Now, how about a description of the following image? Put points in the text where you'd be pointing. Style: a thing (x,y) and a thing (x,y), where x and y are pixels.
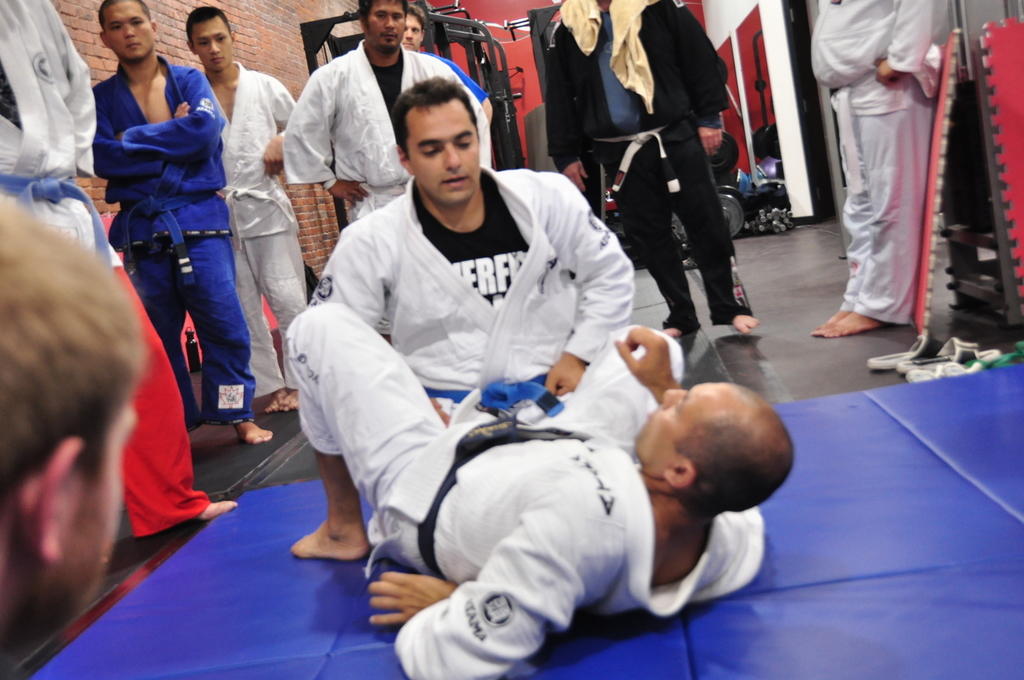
Two men (471,505) are performing jiu-jitsu and around them a group of people (835,36) are standing by wearing the jiu-jitsu costume (659,62), behind the people (886,82) there is some equipment (760,147).
